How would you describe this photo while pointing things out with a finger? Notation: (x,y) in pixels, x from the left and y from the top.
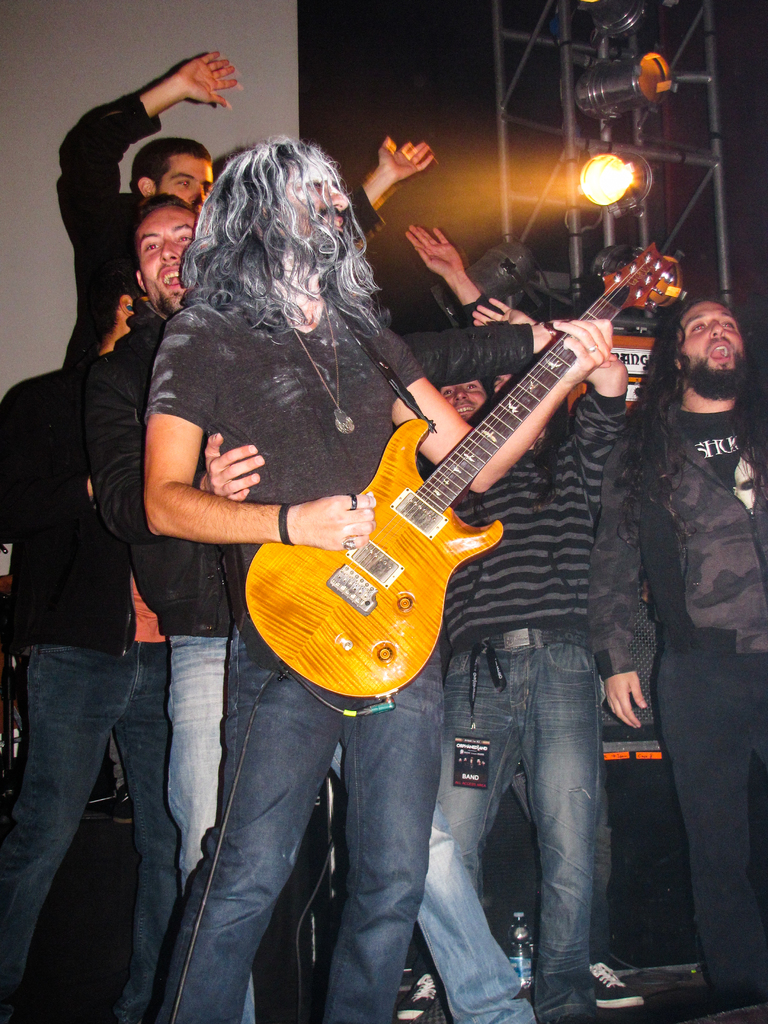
In this image, There are some people (685,477) standing and a person (352,727) holding a music instrument (466,542) which is in yellow color, In the background (629,150) there is a metal frame (568,129) on that frame (643,146) there is a light (606,175) and there a wall (195,37) of white color.
